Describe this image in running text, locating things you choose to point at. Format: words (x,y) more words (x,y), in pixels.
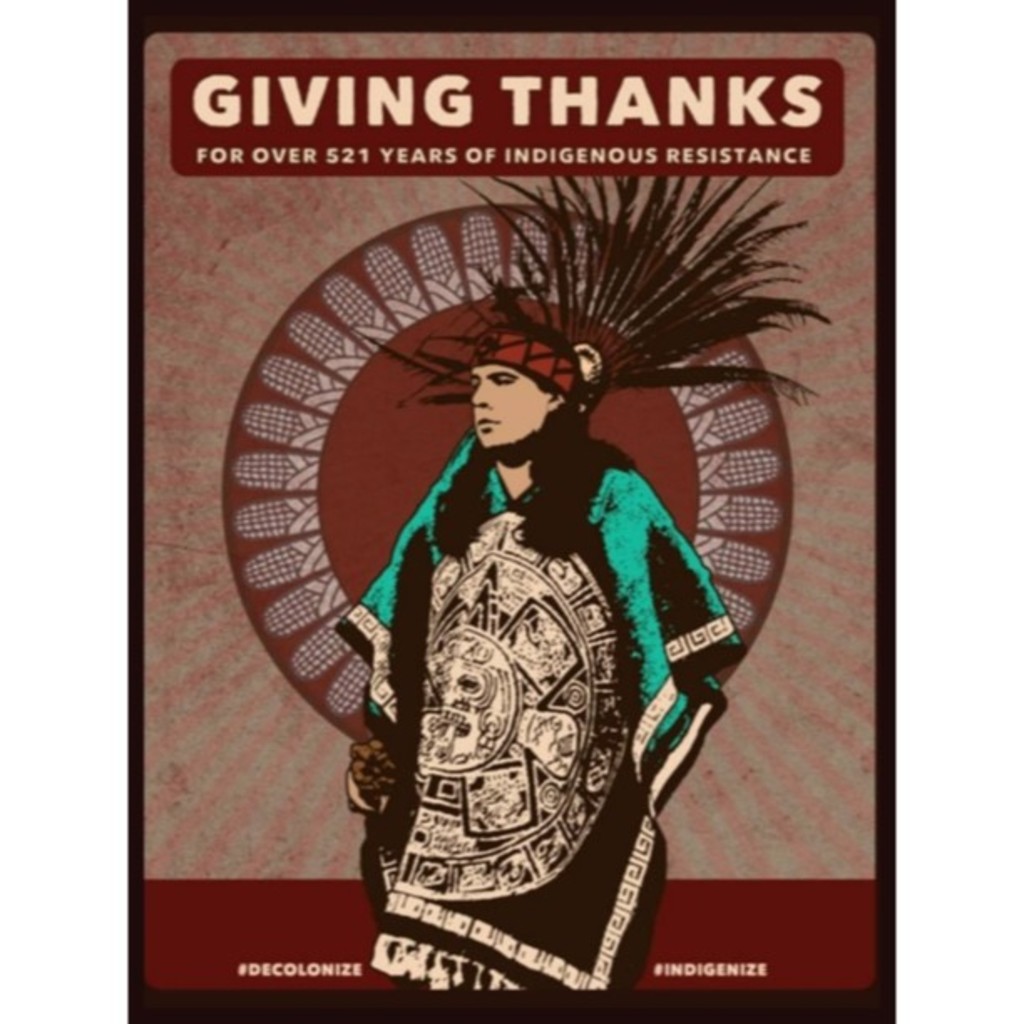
In the image there is a poster (335,386) of a tribal man (487,509) standing in the middle (527,563) with text (740,100) about him.
